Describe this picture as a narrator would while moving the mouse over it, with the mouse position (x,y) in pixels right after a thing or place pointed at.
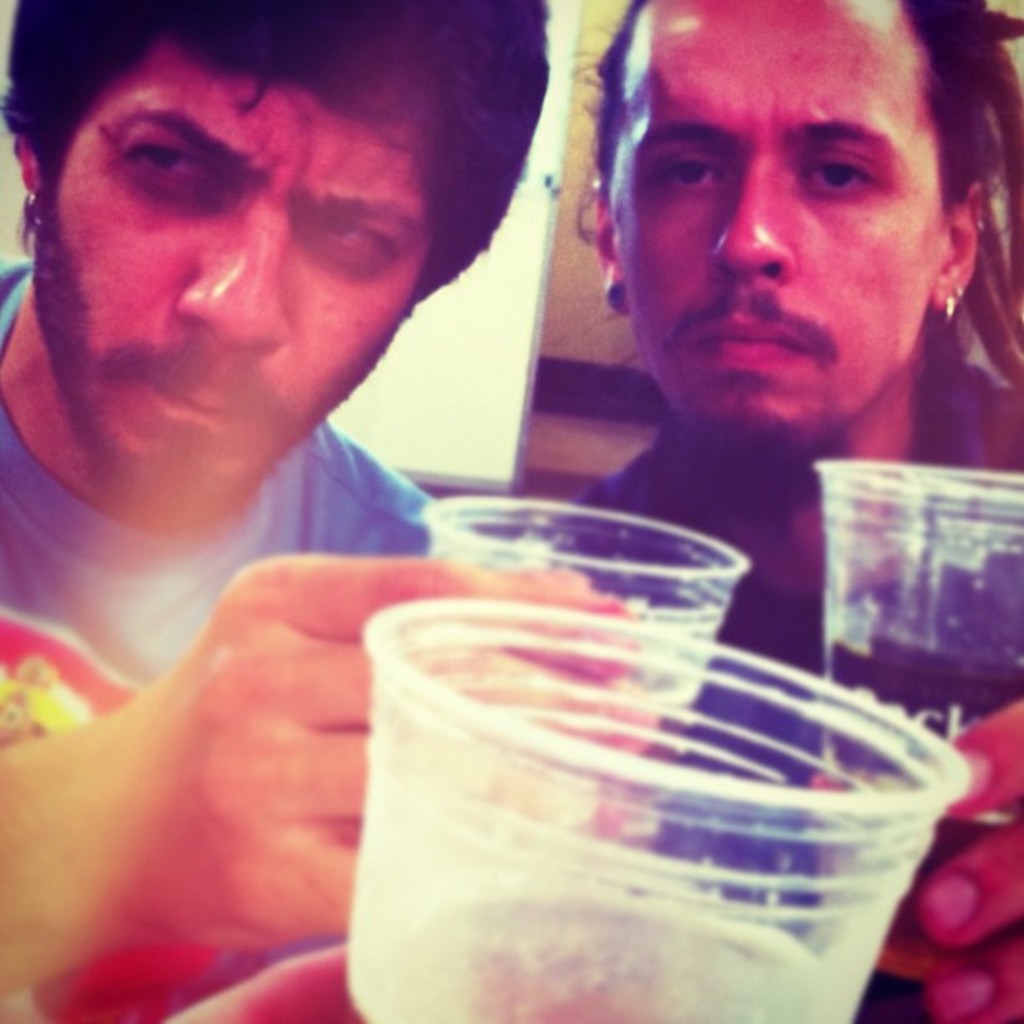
In this image we can see two persons (363,694) and three glasses (697,701) who are clinking together.
